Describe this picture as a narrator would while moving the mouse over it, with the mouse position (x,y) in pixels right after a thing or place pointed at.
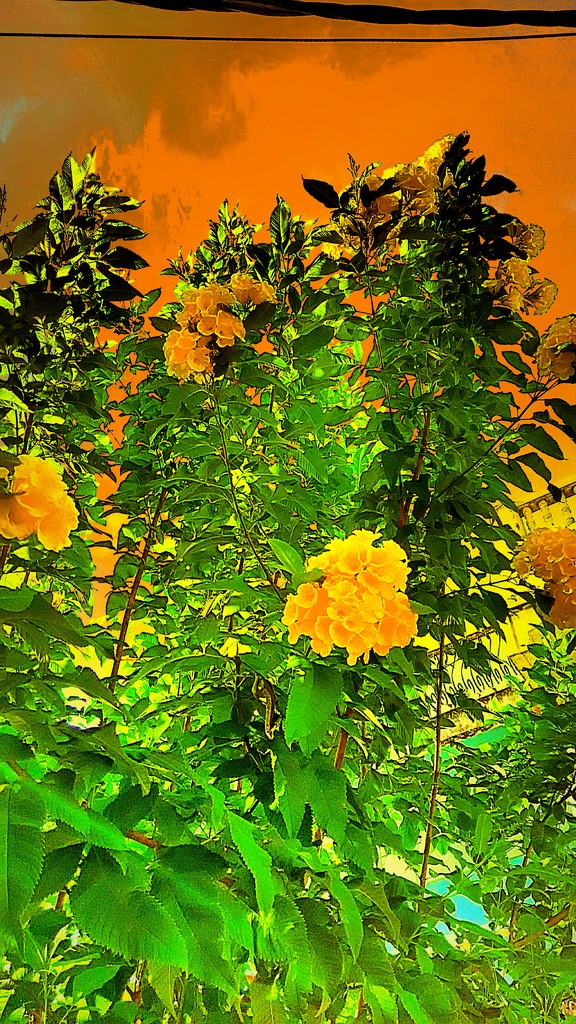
There are plants (275,451) with flowers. In the back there is a wall (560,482).
